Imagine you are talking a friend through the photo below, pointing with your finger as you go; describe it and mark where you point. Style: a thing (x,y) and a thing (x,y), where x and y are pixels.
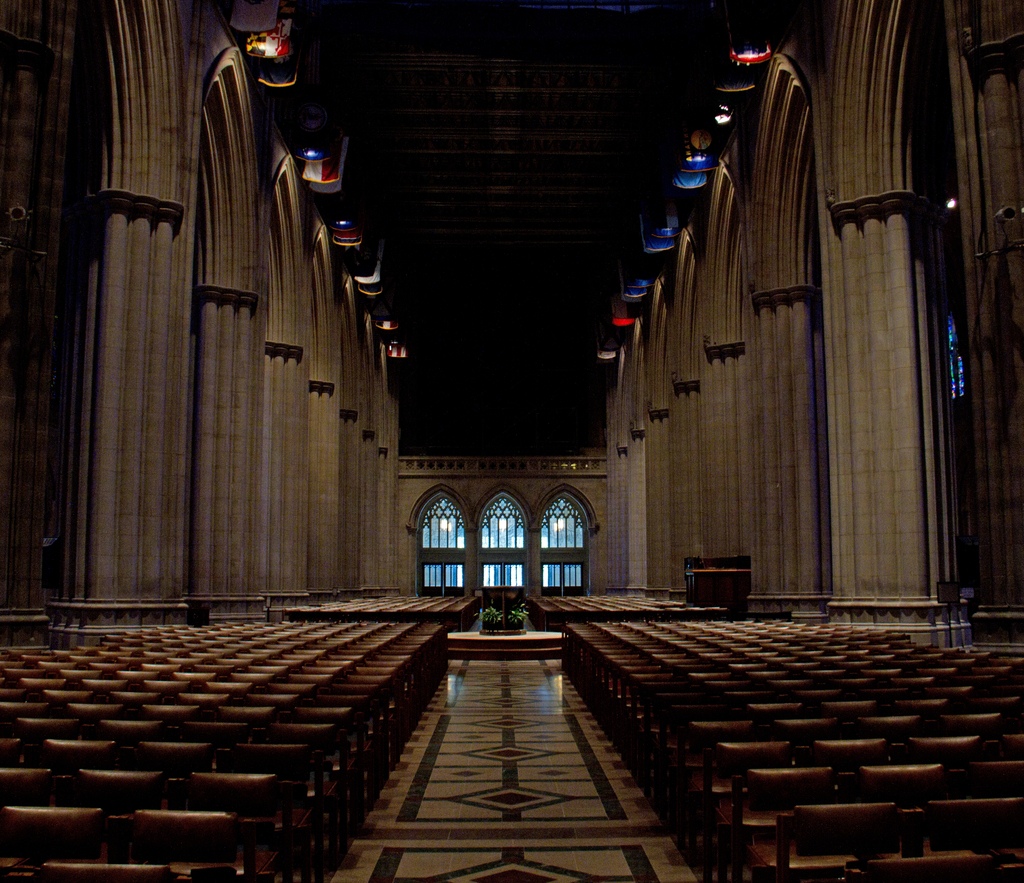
This picture is an inside view of a building (555,441). In this picture we can see pillars (744,414), lights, wall (412,542), door (456,581), chairs (408,669), floor (516,723), speakers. At the top of the image (464,83) there is a roof (498,140).
